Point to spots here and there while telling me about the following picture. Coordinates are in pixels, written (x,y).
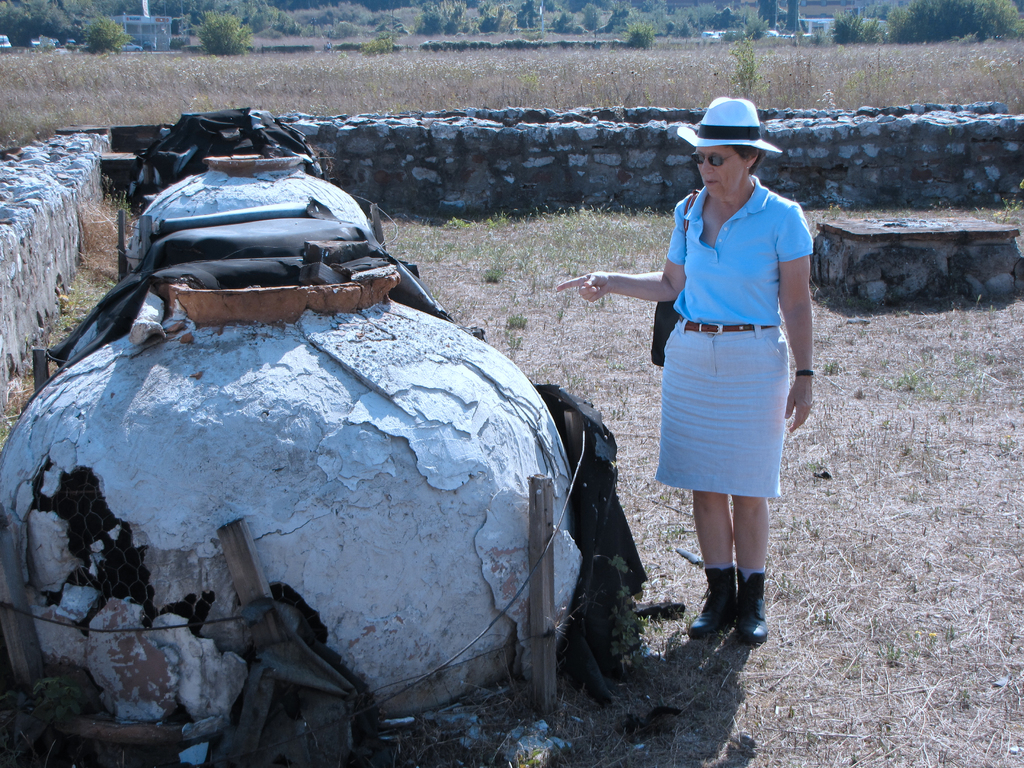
In the image we can see there is a woman (731,331) standing on the ground (766,65) and she is wearing a hat (738,100). The ground (772,84) is covered with dry grass (283,102) and behind there are trees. The woman (737,527) is pointing to the jar (380,513) kept on the ground (504,84).
